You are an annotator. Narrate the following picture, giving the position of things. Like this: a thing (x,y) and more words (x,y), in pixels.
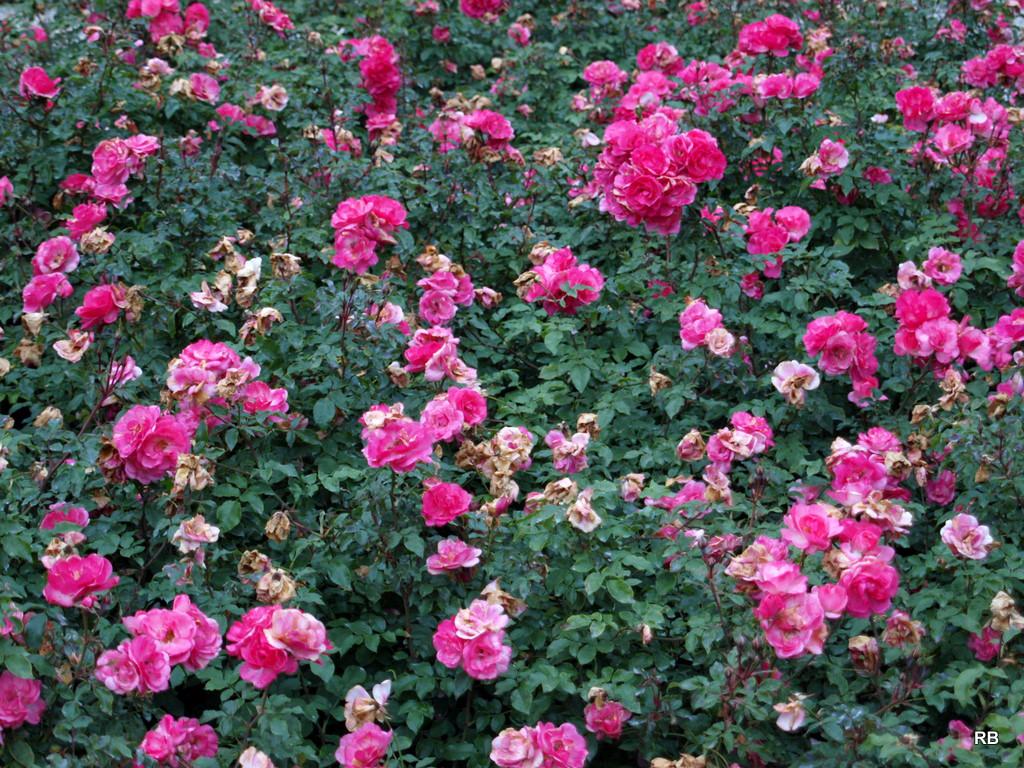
In this picture I can see plants (628,341) with so many flowers (674,162), and there is a watermark (982,735) on the image.
